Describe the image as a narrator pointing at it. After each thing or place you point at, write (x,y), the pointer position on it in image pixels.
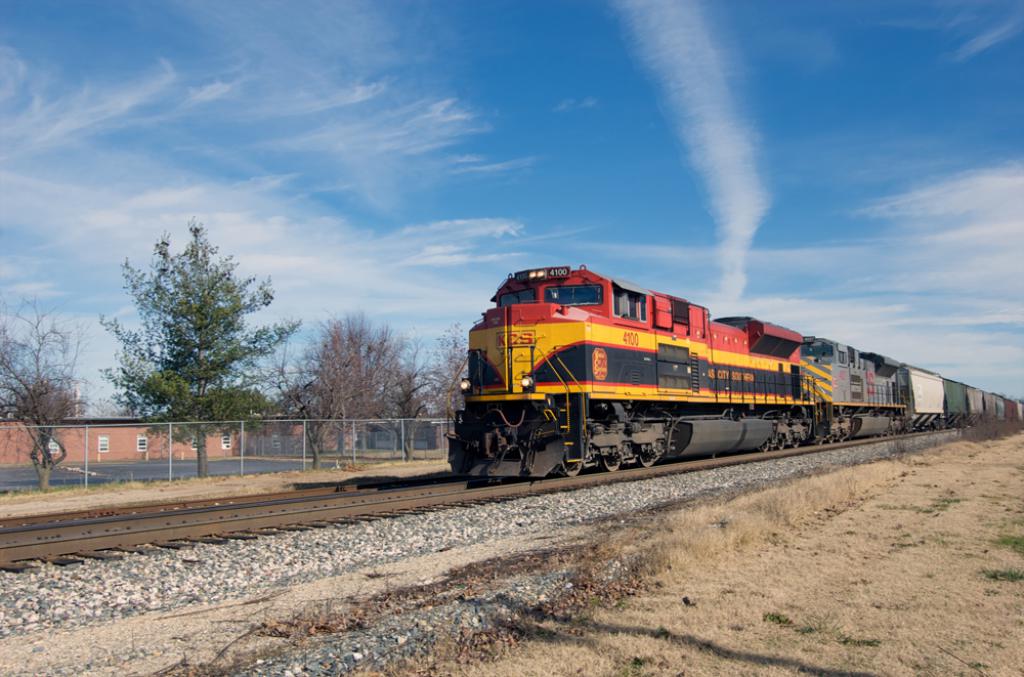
In this image there is a train (701,407) on the right side of this image (755,382). there is a railway track (399,509) in the middle of this image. there is a ground (624,566) in the bottom of this image (634,564). There is a fencing (370,457) on the left side of this image (284,457) and there are some trees (33,388) in the background (173,414). There is a sky (485,133) on the top of this image (557,141).
